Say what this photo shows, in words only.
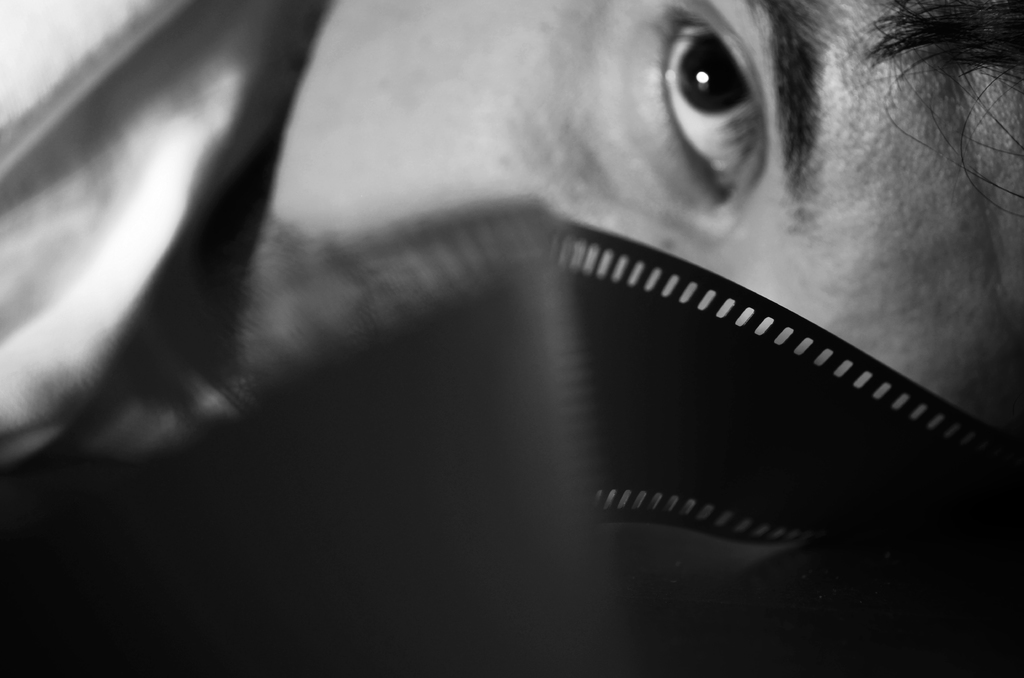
In the image I can see person eye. The given image is in white and black color.
